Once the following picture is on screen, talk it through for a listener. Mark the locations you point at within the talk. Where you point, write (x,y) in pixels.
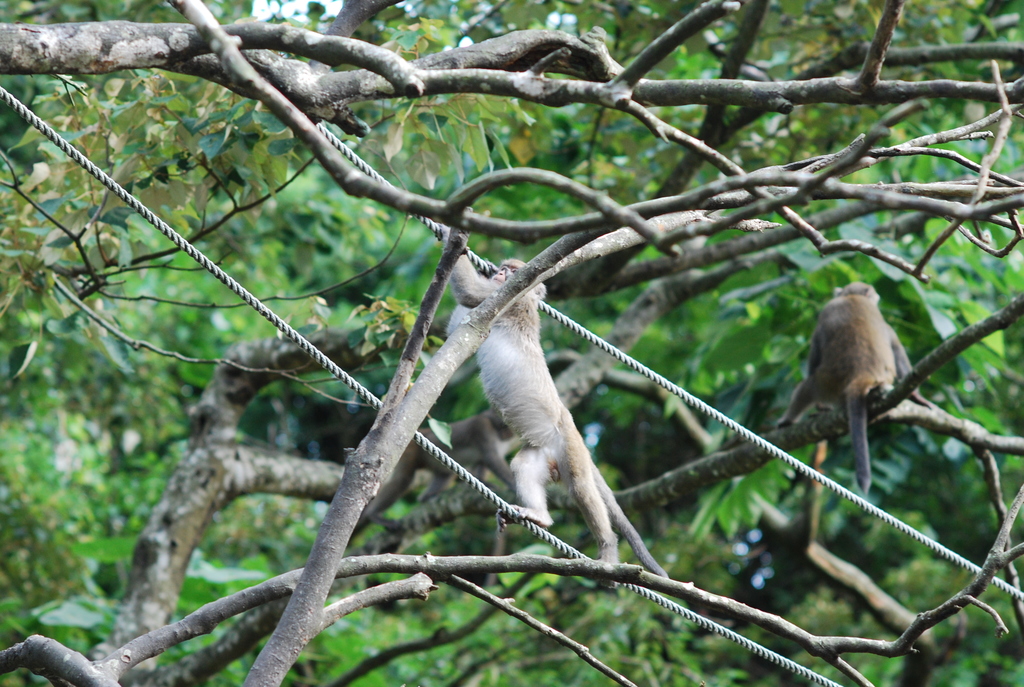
In this image there is one monkey (526,419) in middle of this image (514,428) is holding a rope (348,153) and there is an another monkey (865,385) is at right side of this image (865,307) and there are some trees (373,220) in the background (304,666).
